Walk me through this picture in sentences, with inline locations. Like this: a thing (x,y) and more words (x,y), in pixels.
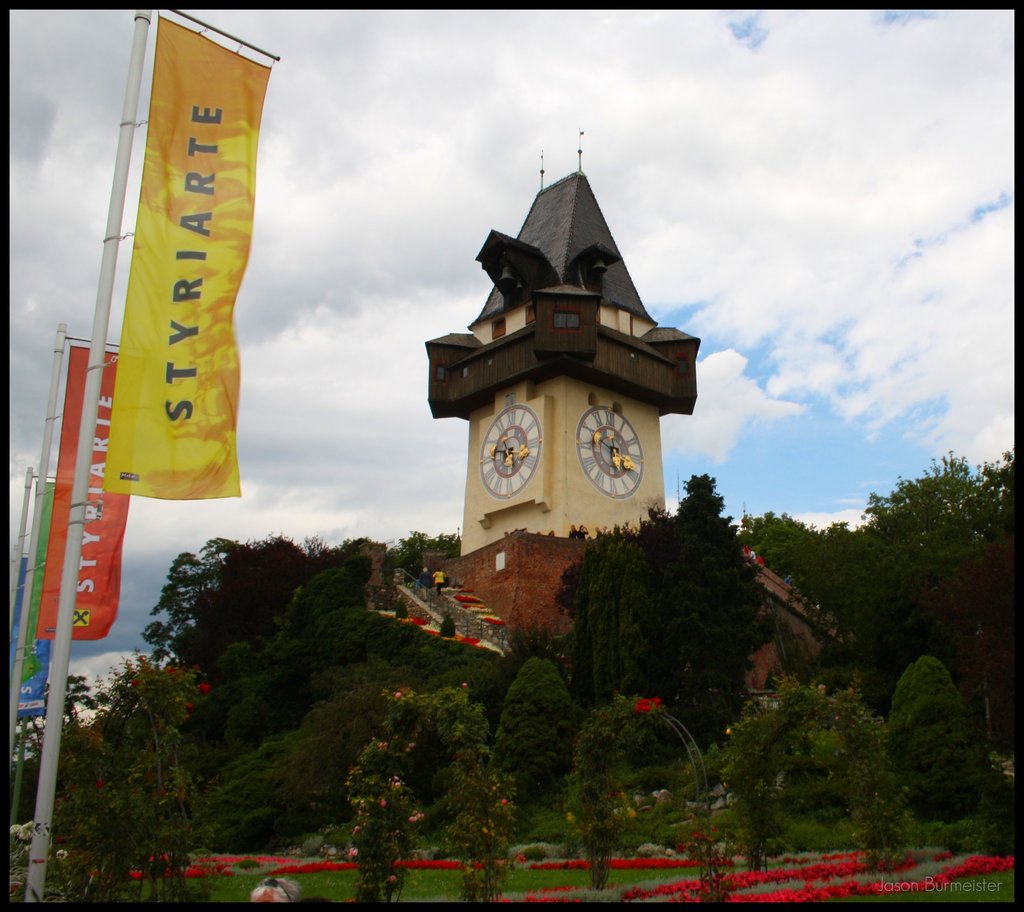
In this image, we can see a clock tower (609,387) and some trees (445,631). There are colored flags (108,463) on the left side of the image (219,347). There are garden arches (386,808) at the bottom of the image (359,830). In the background of the image (695,196), there is a sky (666,174).
